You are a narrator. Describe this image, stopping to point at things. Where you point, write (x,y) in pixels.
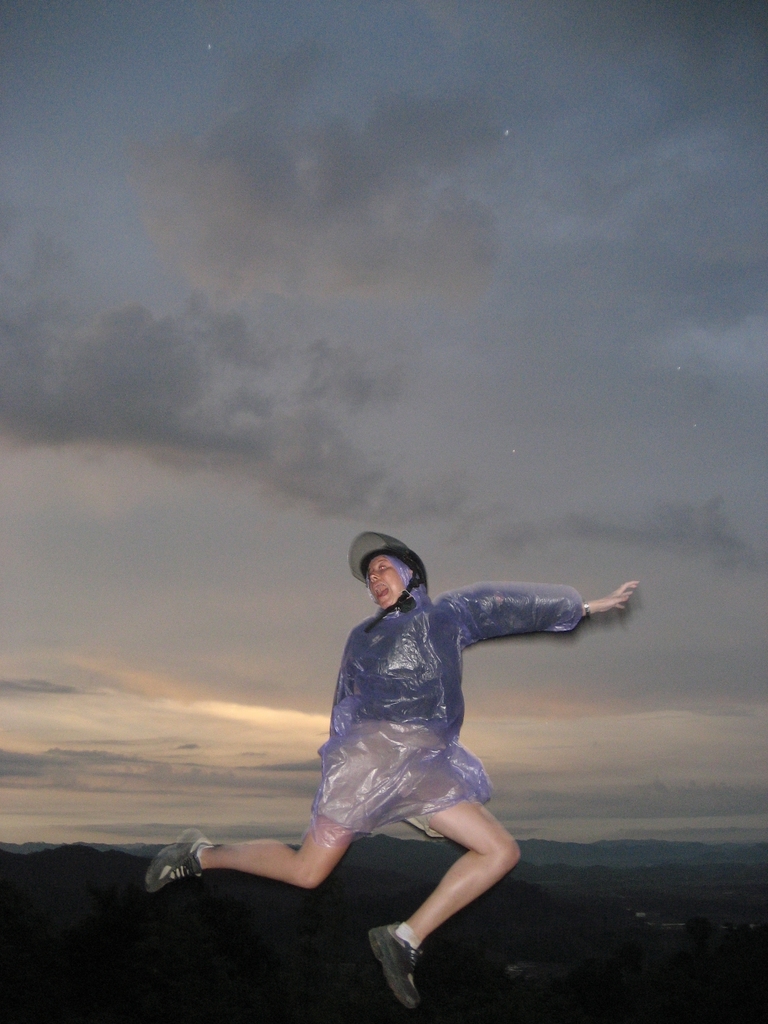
In this image there is a person (335,778) in the air (309,751). In the background (229,325) there are mountains (538,876) and the sky (472,400) is cloudy.
